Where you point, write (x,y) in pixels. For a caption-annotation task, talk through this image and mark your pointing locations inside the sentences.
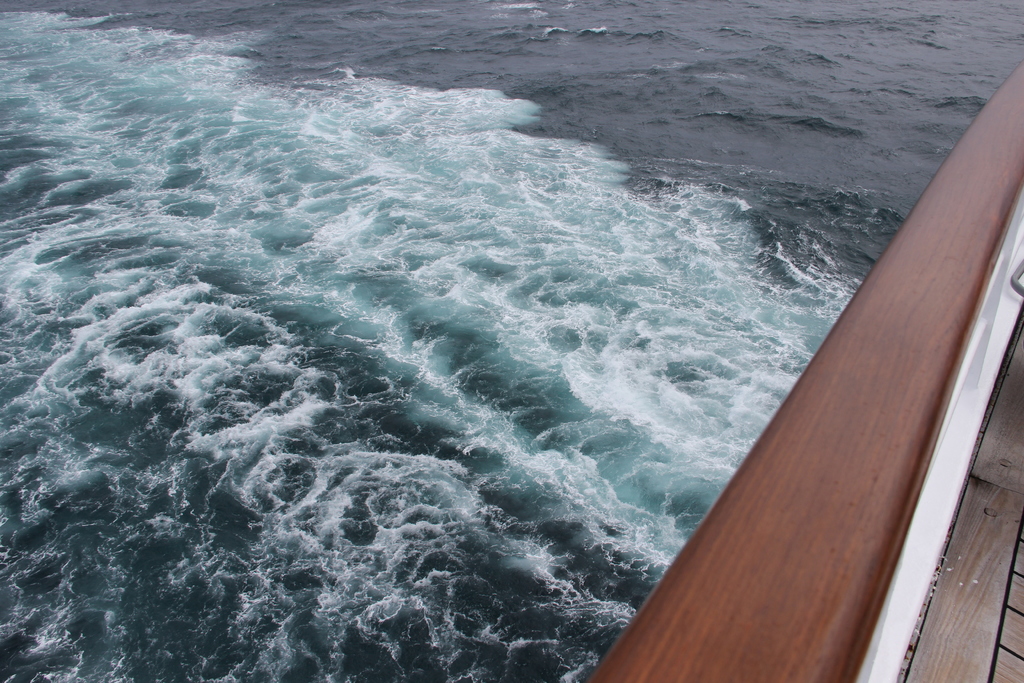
In this image there is a ship (951,342) sailing on a sea (636,91).
